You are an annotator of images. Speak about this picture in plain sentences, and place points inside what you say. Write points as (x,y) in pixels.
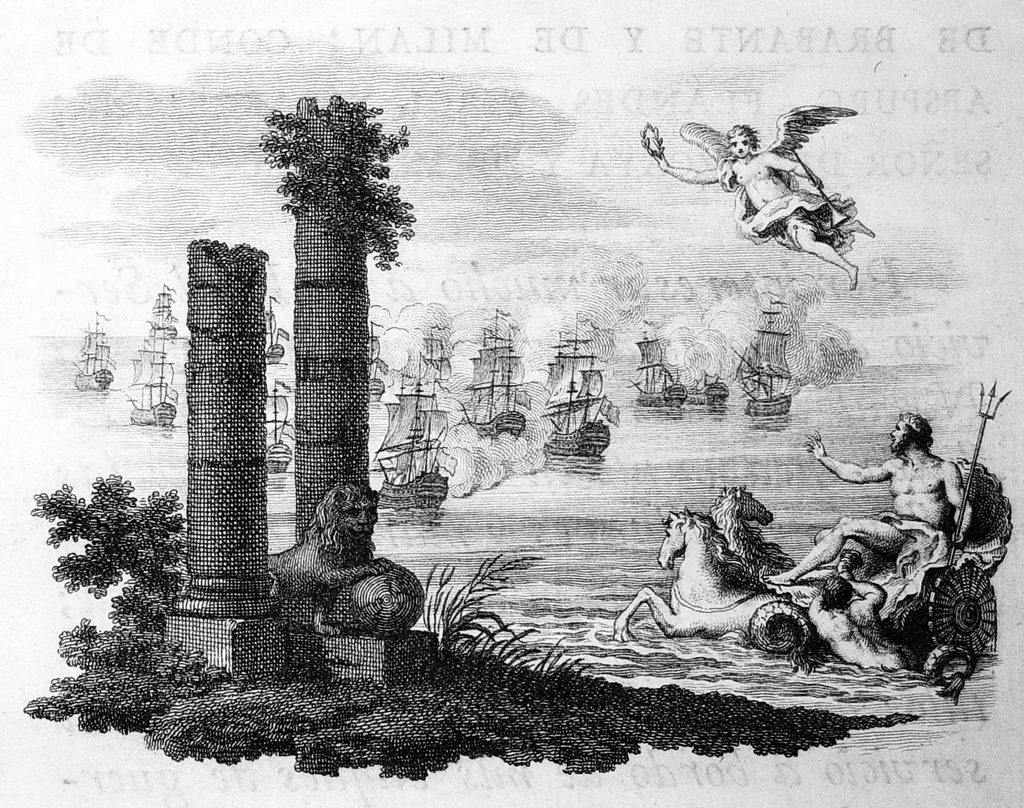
In this picture we can see poster (644,493), in this poster (853,486) we can see people (806,250), animals (683,532), plants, boats (399,423) and some text (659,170).
